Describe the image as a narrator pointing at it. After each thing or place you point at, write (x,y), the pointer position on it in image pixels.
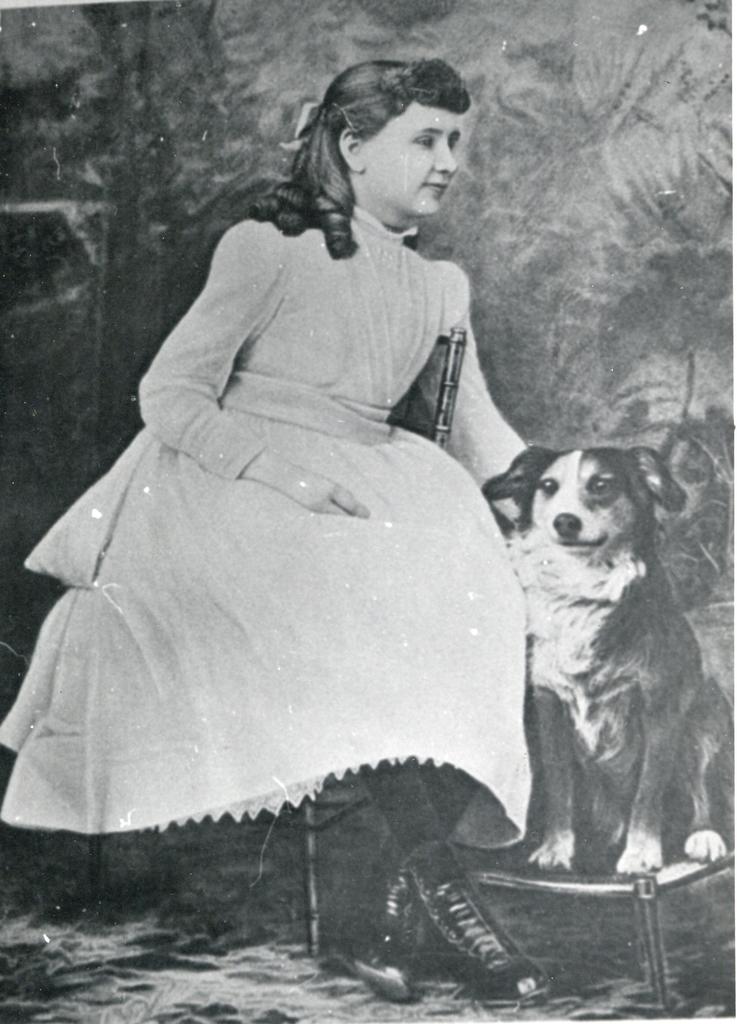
In this image there is a lady (283,492) sitting on chair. Near to her there is a dog (548,802) on a stand (569,879). And this is a black and white image.
